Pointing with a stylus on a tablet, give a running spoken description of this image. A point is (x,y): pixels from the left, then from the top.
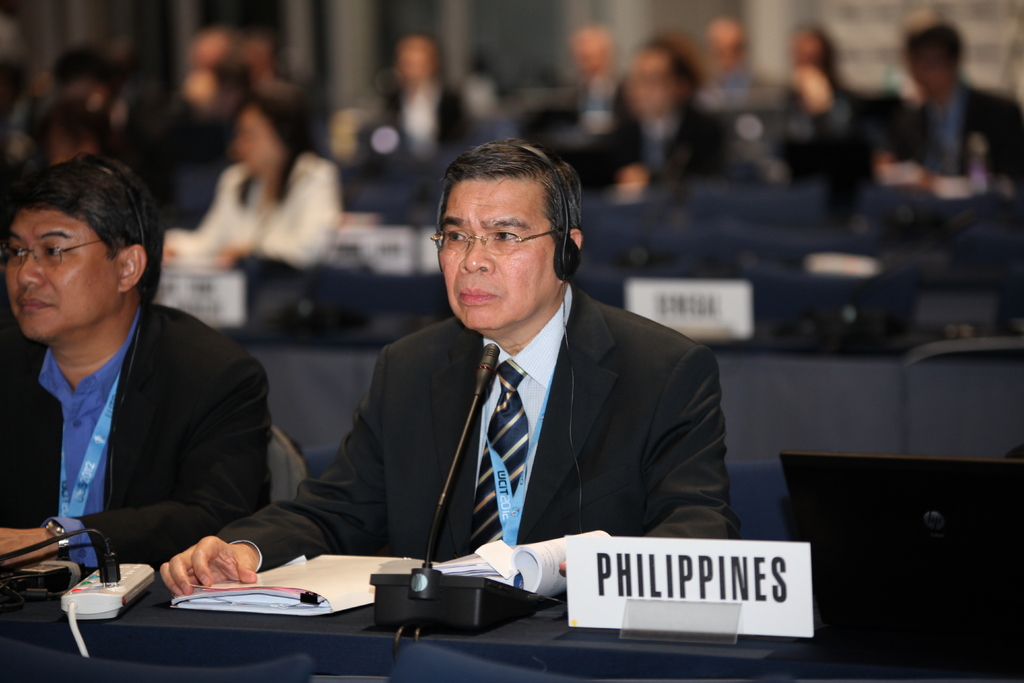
In this image, there are two persons (619,417) wearing clothes (523,413) and sitting in front of the table (179,615) contains mic (413,610), file (321,591), switchboard (126,591) and name plate (623,559). The person (554,447) who is in the middle of the image (517,356) wearing a headset (563,266) on his head (549,288). In the background (869,229), image is blurred.
